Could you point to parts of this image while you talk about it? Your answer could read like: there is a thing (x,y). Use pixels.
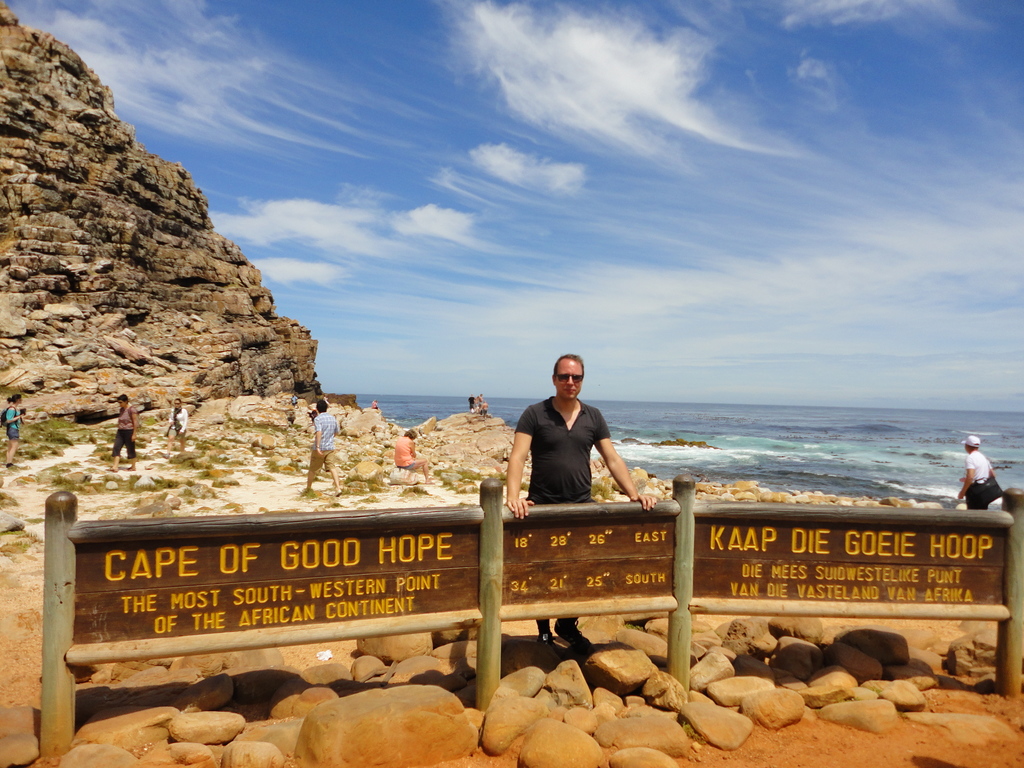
There is a man (511,486) standing in front of a boundary (329,577) and stones (650,634) in the foreground area of the image (494,477), there are people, stones (476,458), water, it seems like a hill (108,253) and the sky (379,330) in the background (495,332).
